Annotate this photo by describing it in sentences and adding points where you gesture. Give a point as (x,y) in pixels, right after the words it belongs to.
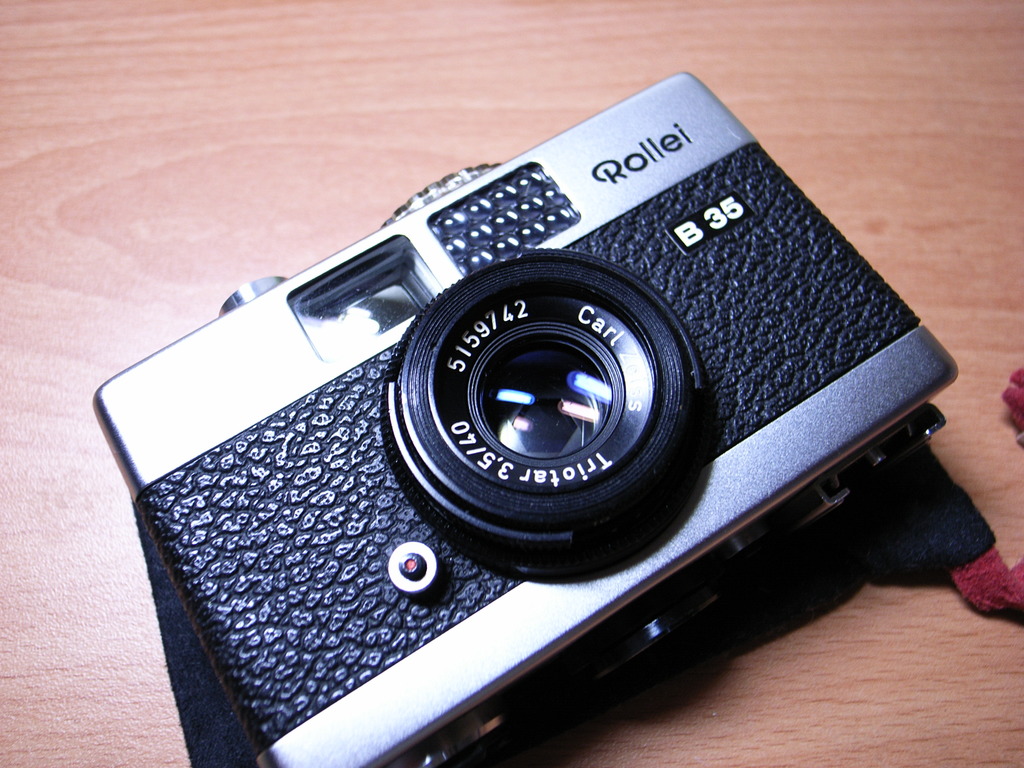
In this image we can see a camera (645,640) and there is some text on it and the camera (651,94) placed on a surface (279,175) which looks like a table (799,738).
